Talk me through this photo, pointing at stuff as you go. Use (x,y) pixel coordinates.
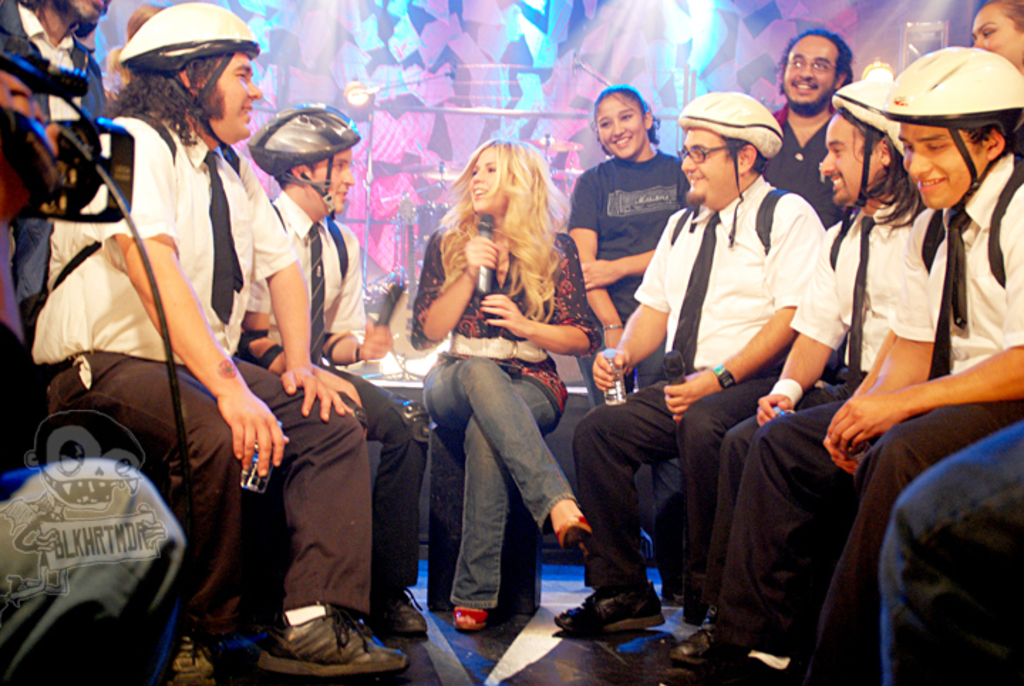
In this image I can see number of persons (721,449) are sitting and I can see they are wearing helmets (302,147) and a person (521,212) is holding a microphone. I can see a person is holding a camera (49,145) to the left side of the image (106,123). In the background (524,97) I can see few metal rods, few lights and few colorful objects (493,92).
